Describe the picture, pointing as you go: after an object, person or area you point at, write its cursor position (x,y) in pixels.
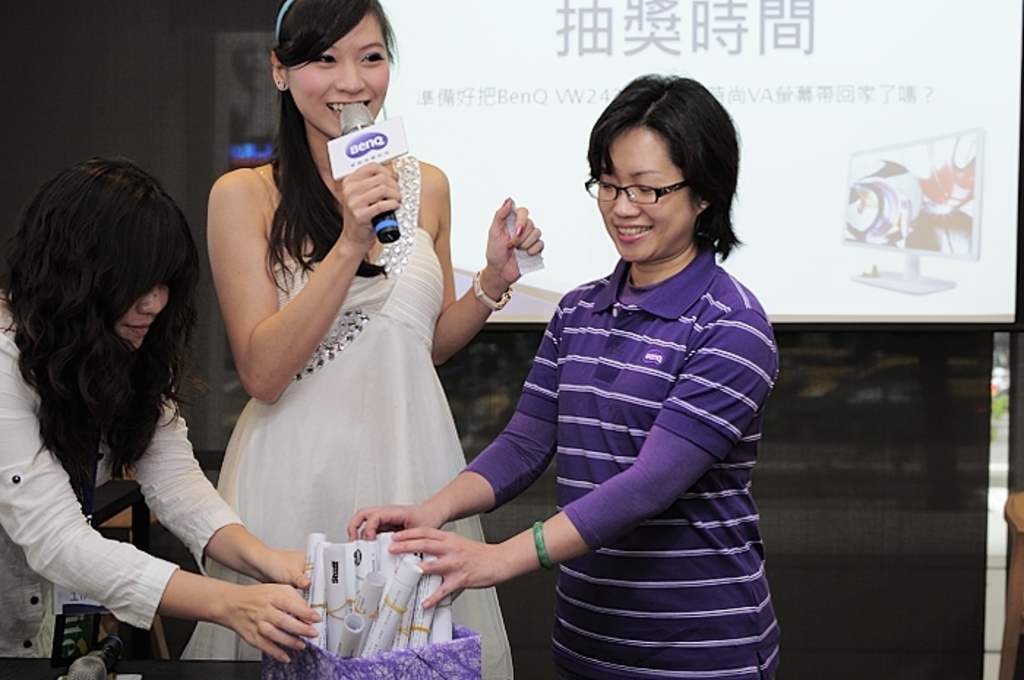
At the bottom of the image (236,673) there is a table (236,673), on the table (6,669) there are some boxes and papers (334,619). Behind the table (219,676) three persons (234,190) are standing, smiling and she is holding a microphone (380,150). Behind them there is a screen (1004,297).
